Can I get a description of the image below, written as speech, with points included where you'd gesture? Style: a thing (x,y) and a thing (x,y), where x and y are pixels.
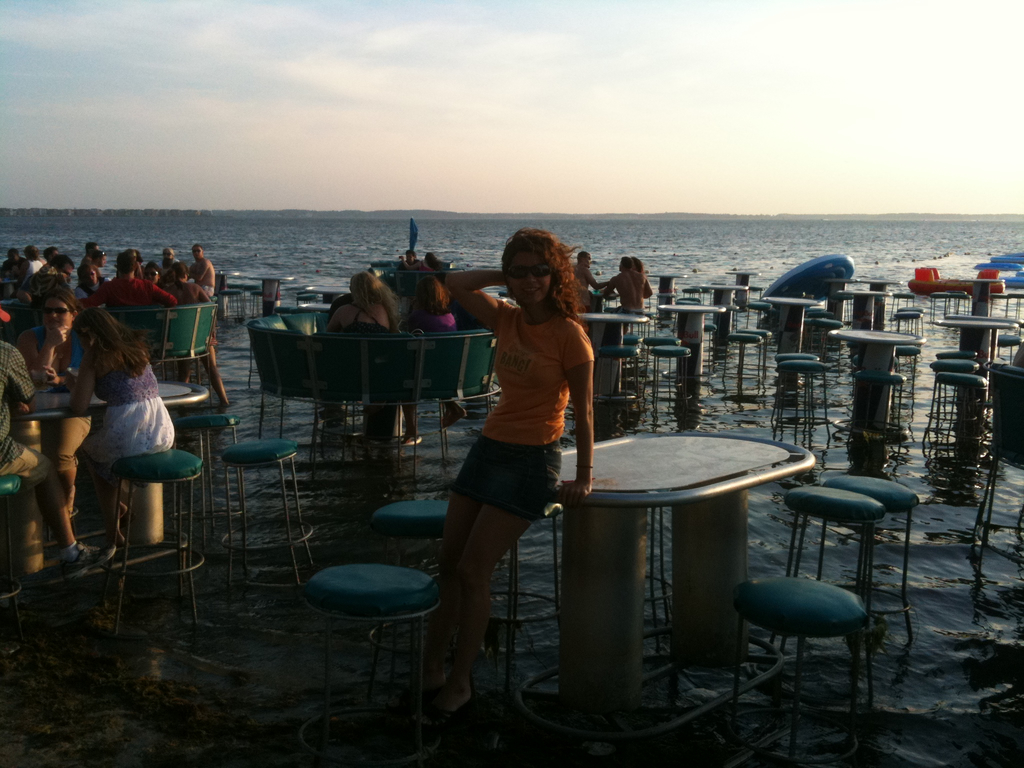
In this picture there are many people (70,423) sitting on the tables (202,392) and the picture is clicked inside a sea (298,629). There are few unoccupied tables (780,340) to the right side of the picture (941,318). A girl (525,368) is posing for a picture in the center (559,303).
